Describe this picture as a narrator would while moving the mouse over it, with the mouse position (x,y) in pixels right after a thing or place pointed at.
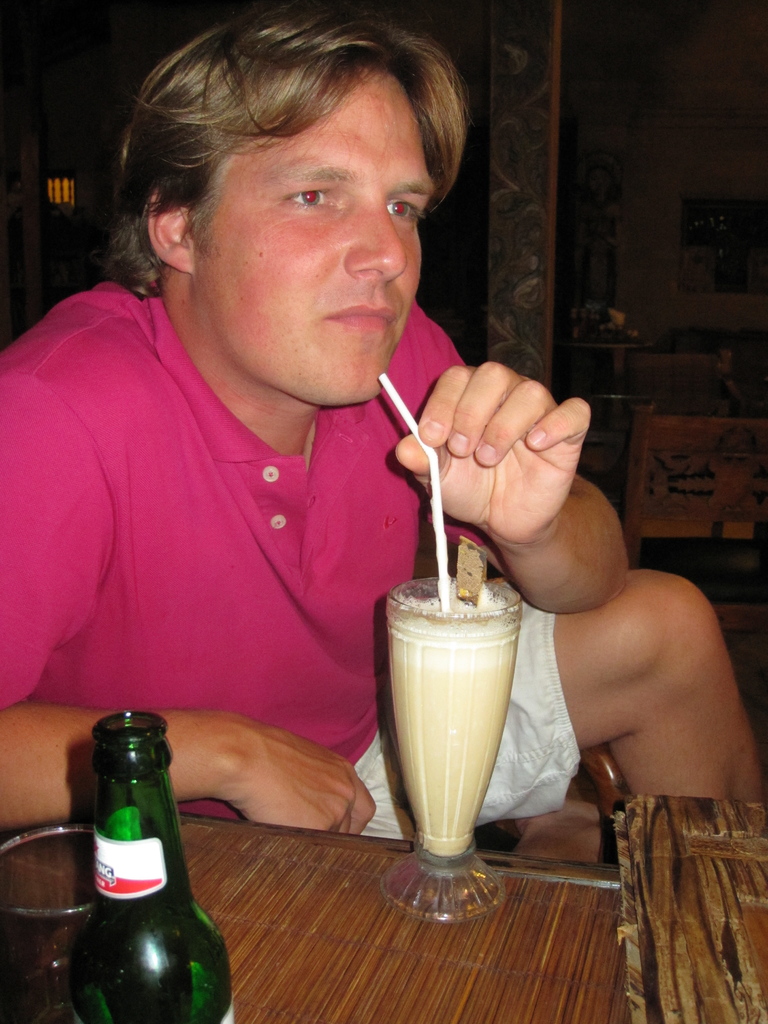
This is the man (298,544) holding a straw (443,573). This looks like a wooden table (482,955). I can see a glass (461,611) of liquid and a bottle (187,940) are placed on the table (314,943). In the background (612,413), I can see the chairs (671,447) and few objects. This looks like a pillar (546,310).
